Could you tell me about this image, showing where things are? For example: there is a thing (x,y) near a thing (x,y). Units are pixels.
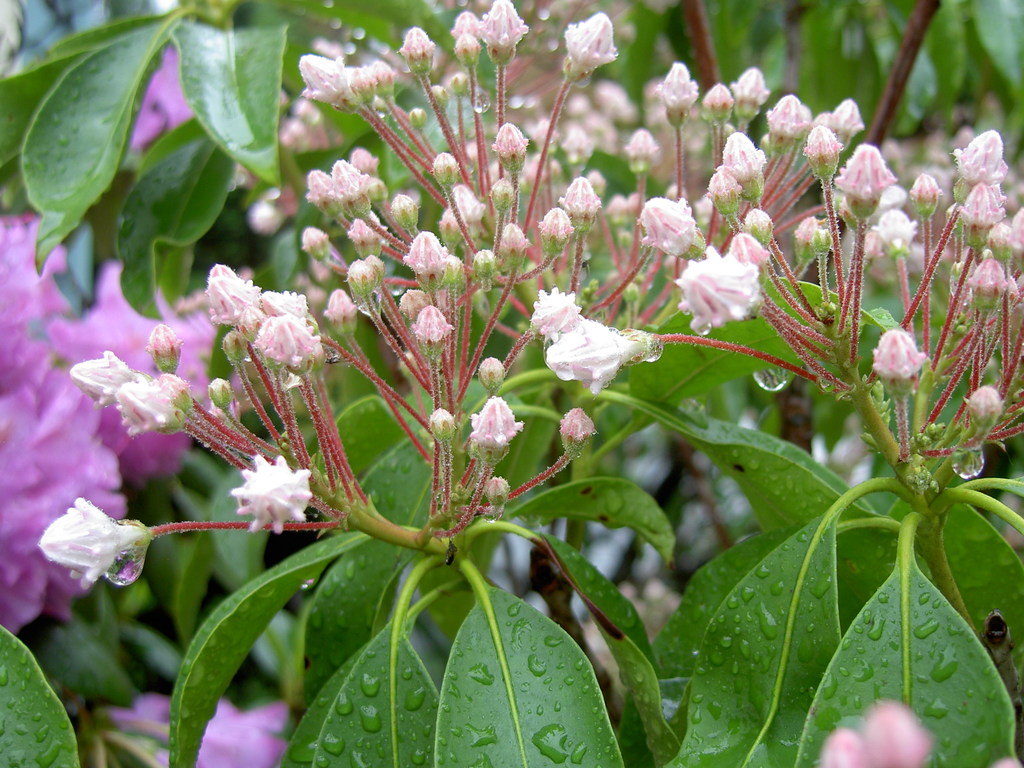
In this picture we can see flowers (3,610), leaves (717,583), and flower buds (747,273).
